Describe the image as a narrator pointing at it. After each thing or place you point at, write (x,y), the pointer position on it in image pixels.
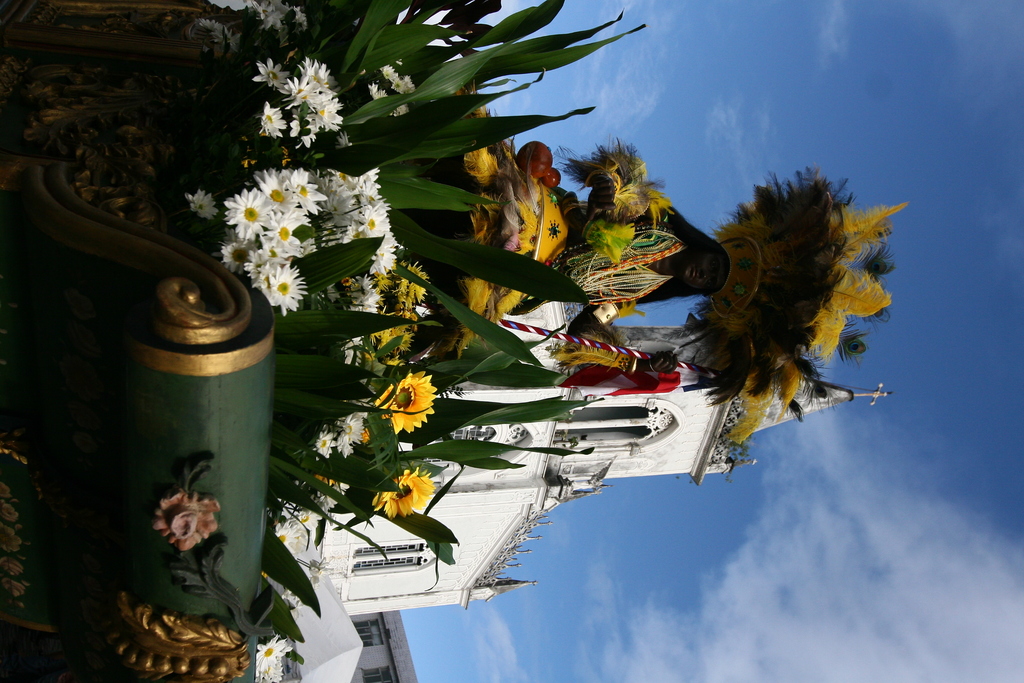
In this image there is a person (692,268) standing on the cart (243,362) decorated with flowers (360,225) and leaves (318,327), behind the person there is a church building (557,395).
